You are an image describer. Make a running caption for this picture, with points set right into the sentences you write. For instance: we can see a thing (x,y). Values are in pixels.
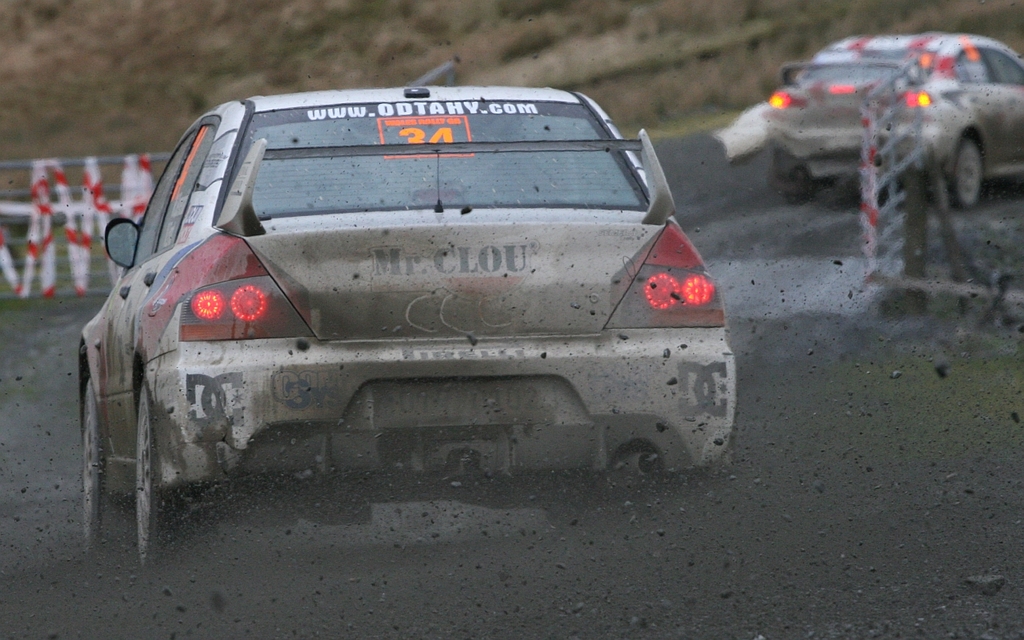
In this picture I can see there is a car (388,289) moving and there is another car (1006,101) here on to the right side (885,119). There is black soil (225,573) here on the floor (501,572) and there is a mountain (458,76) in the backdrop (602,90).
